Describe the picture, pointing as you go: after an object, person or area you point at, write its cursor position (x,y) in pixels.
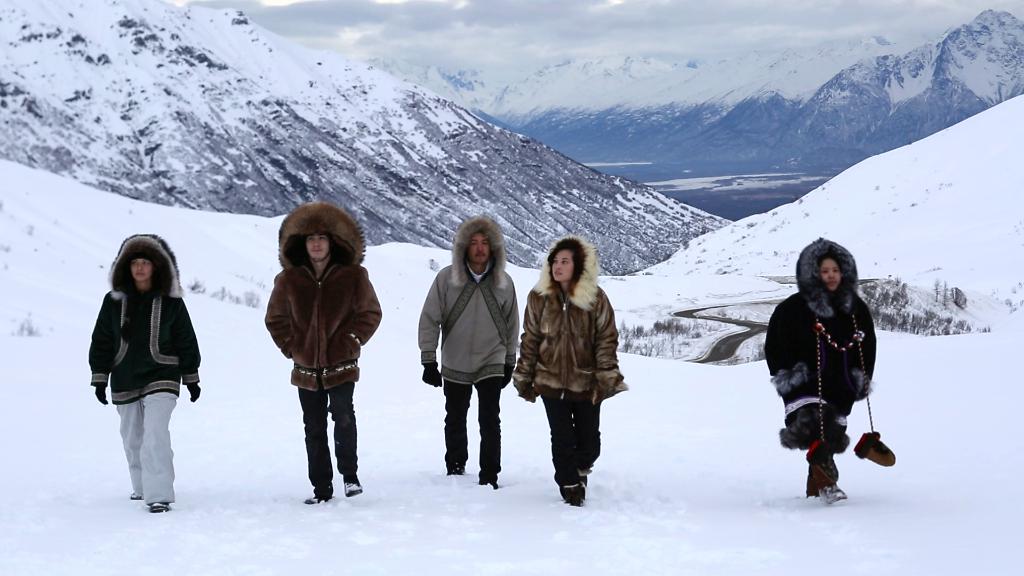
In this image, we can see people (854,393) are walking on the snow (454,516). They are wearing jackets (111,330). Background (979,261) we can see hills (566,182) and cloudy sky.
